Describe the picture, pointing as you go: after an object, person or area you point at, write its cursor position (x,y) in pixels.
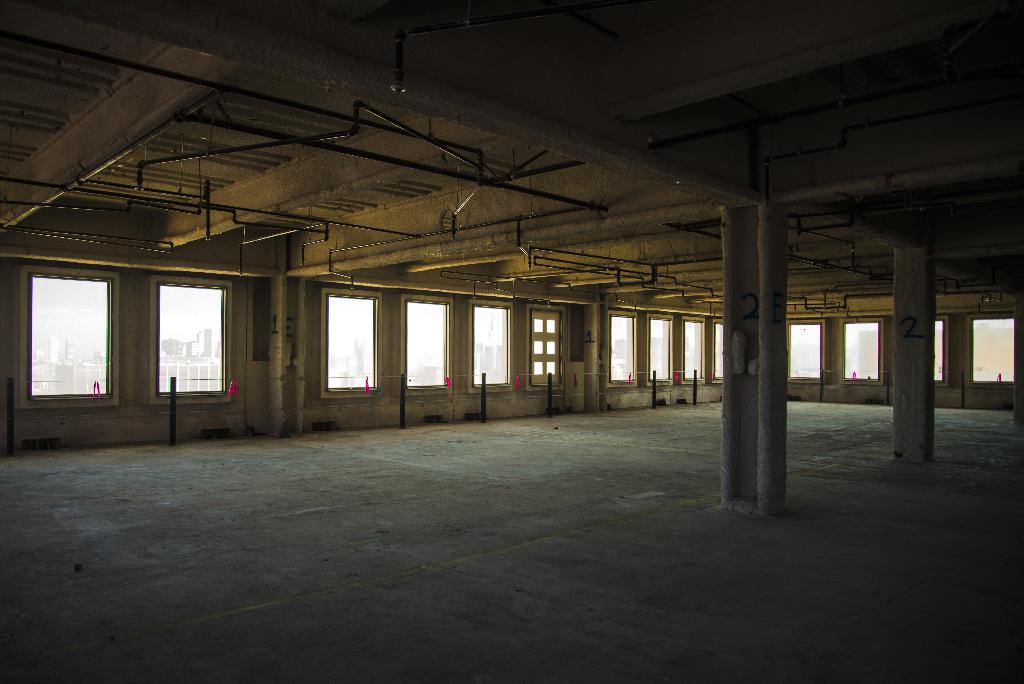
In the image there is an empty floor (459,456) with two pillars (909,330) and many windows (326,304).
